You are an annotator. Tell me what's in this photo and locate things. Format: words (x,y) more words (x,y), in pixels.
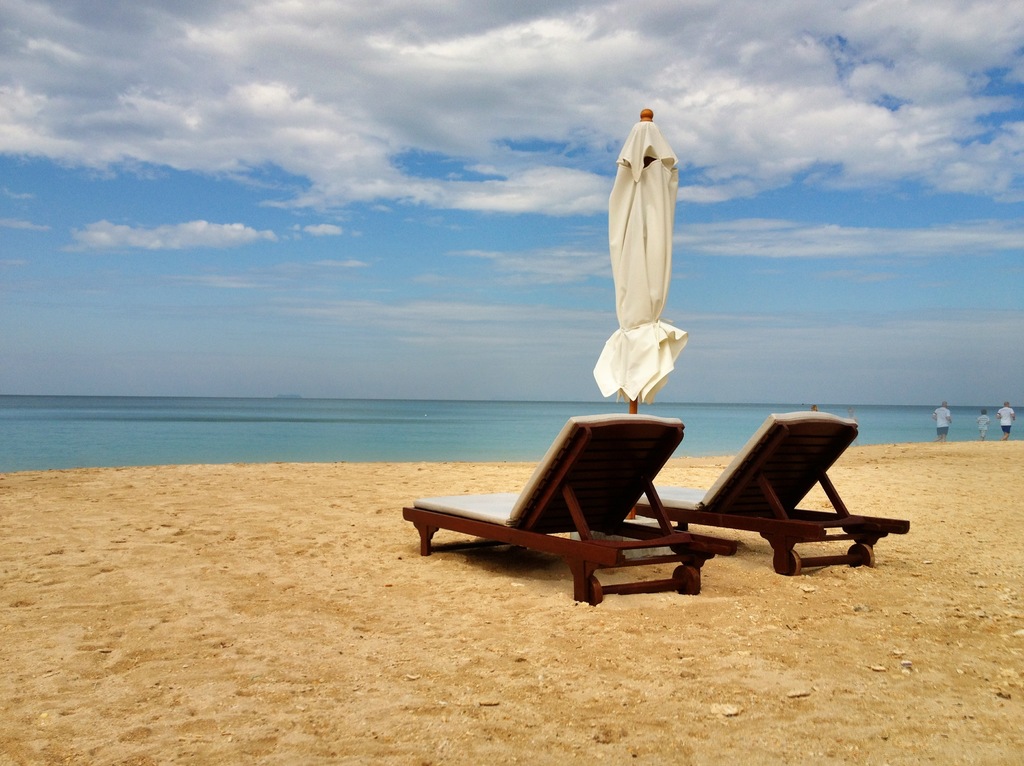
In this image there are two chairs (642,492) on the land (707,741). In between the chairs (583,561) there is an umbrella (633,334) folded. Right side there are few persons (943,417) walking on the land (978,447). Middle of image (369,458) there is water (350,429). Top of image (70,252) there is sky (376,264) with some clouds (189,60).
